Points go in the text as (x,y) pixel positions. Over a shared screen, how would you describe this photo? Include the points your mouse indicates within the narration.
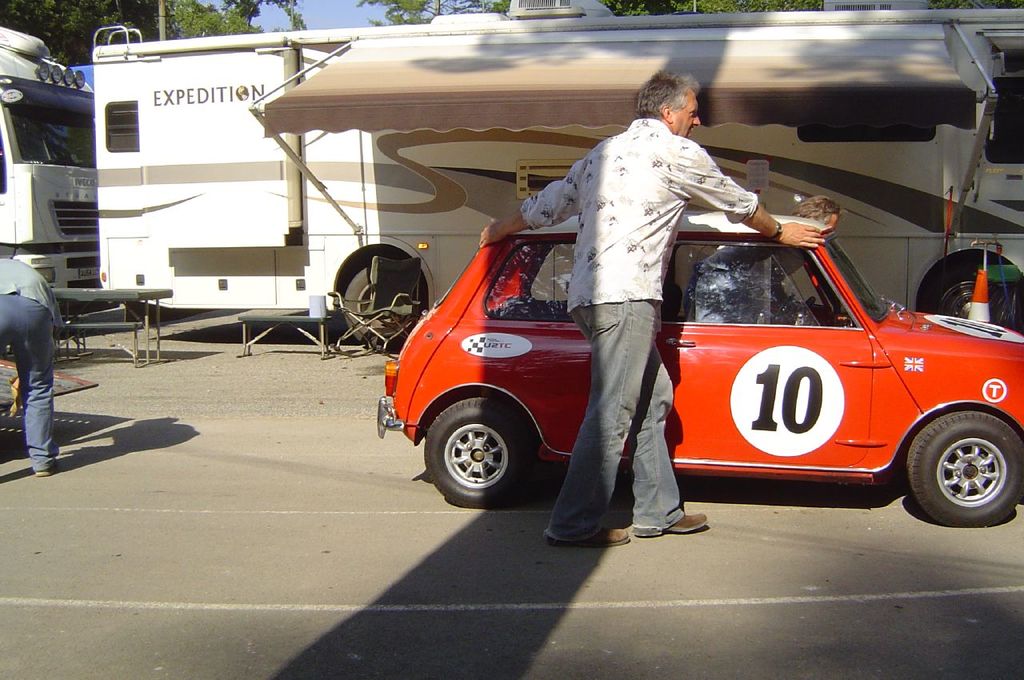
In this image, we can see a person (660,505) is walking on the road (746,618) and holding a car (550,348). Background (937,270) we can see few vehicles (1005,117), poles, benches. Here we can see few people (21,376). Top of the image (73,17), we can see trees (251,8), poles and sky (341,11).
